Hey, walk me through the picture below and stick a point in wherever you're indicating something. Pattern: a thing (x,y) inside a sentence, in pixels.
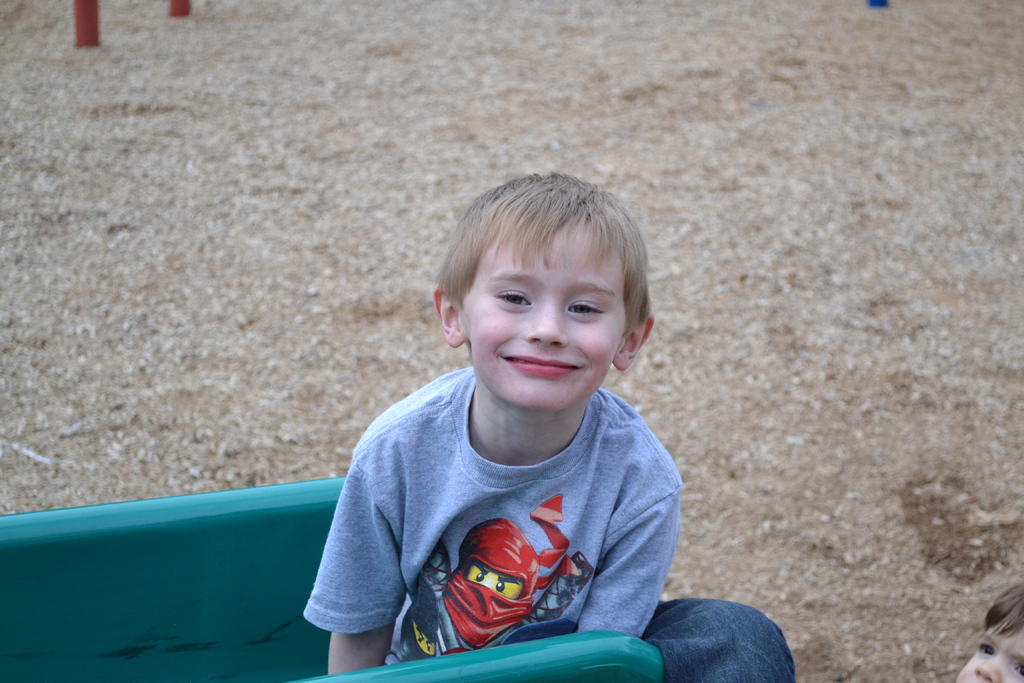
Here in this picture we can see a kid (497,369) sitting on a bench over there and smiling and we can also see another child (997,615) present on the extreme right side (989,644) and at the top (92,28) we can see some poles (96,41) present over there.
